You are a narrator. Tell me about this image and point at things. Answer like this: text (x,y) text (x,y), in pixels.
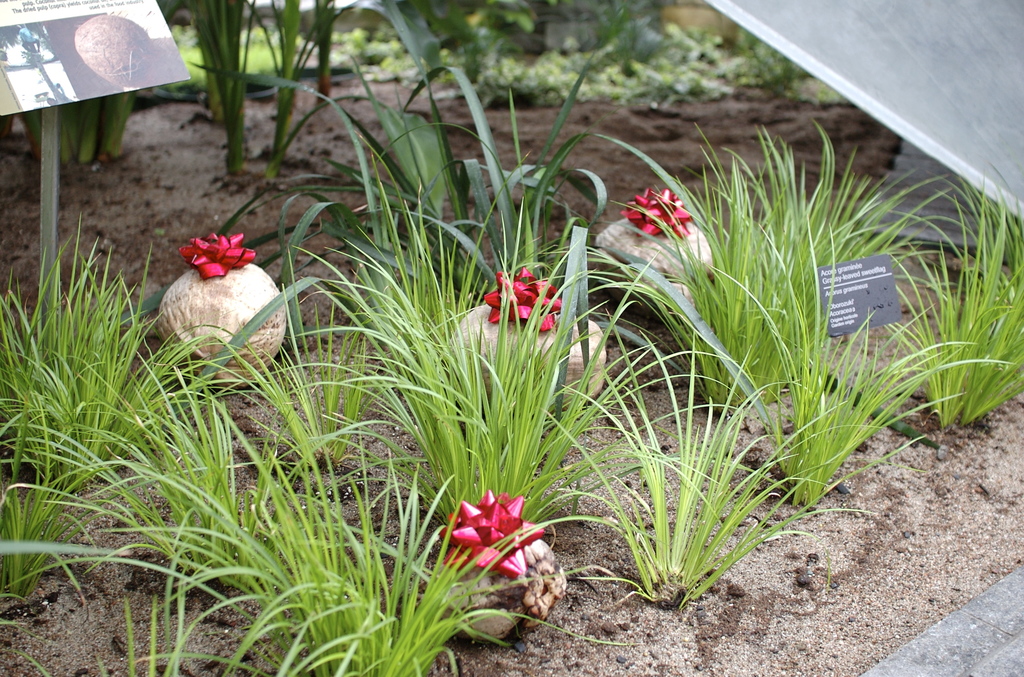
In this picture we can see the plants (315,606) on the path (859,640) and some items (237,314). Behind the plants (866,342) there are boards (66,95) and a stand (47,190). On the right side of the plants (452,315) there is an object (882,60).
